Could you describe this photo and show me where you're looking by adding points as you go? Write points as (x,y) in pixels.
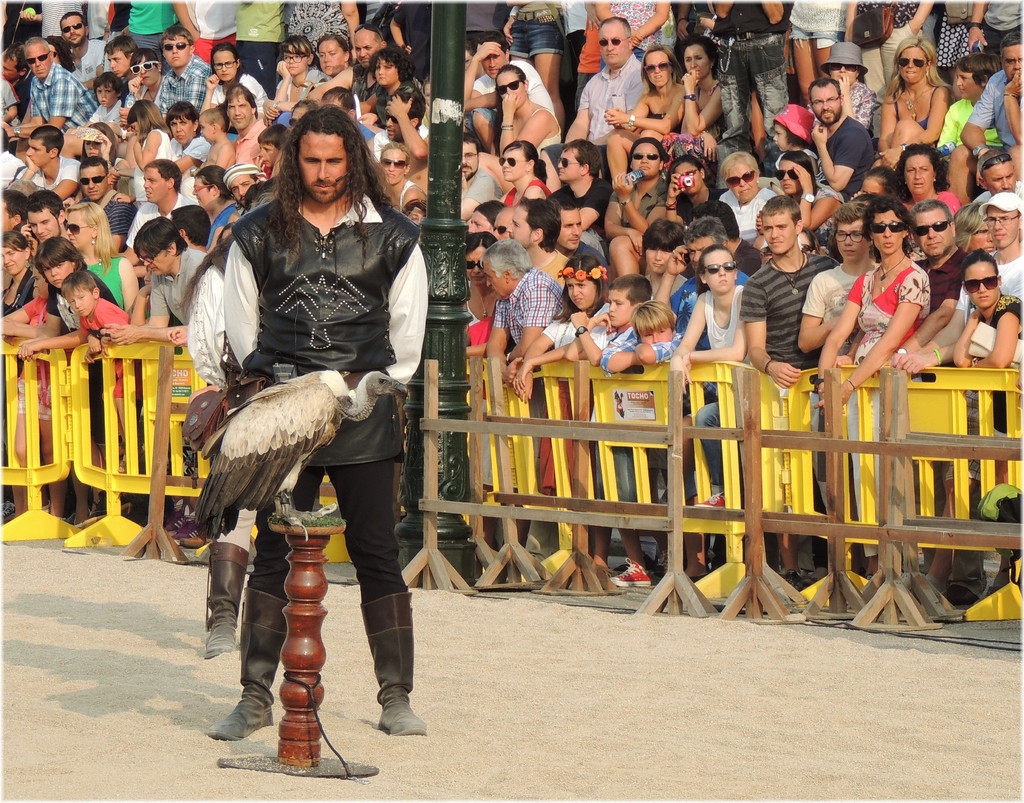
In this image I can see a bird (256,433) standing on the wooden pole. The bird (222,452) is in brown and cream color, I can also see a person (296,337) standing wearing black and white dress (308,319). Background (18,230) I can see few other persons (49,69) some are standing and some are sitting and I can see the fencing (635,376) in yellow color.
